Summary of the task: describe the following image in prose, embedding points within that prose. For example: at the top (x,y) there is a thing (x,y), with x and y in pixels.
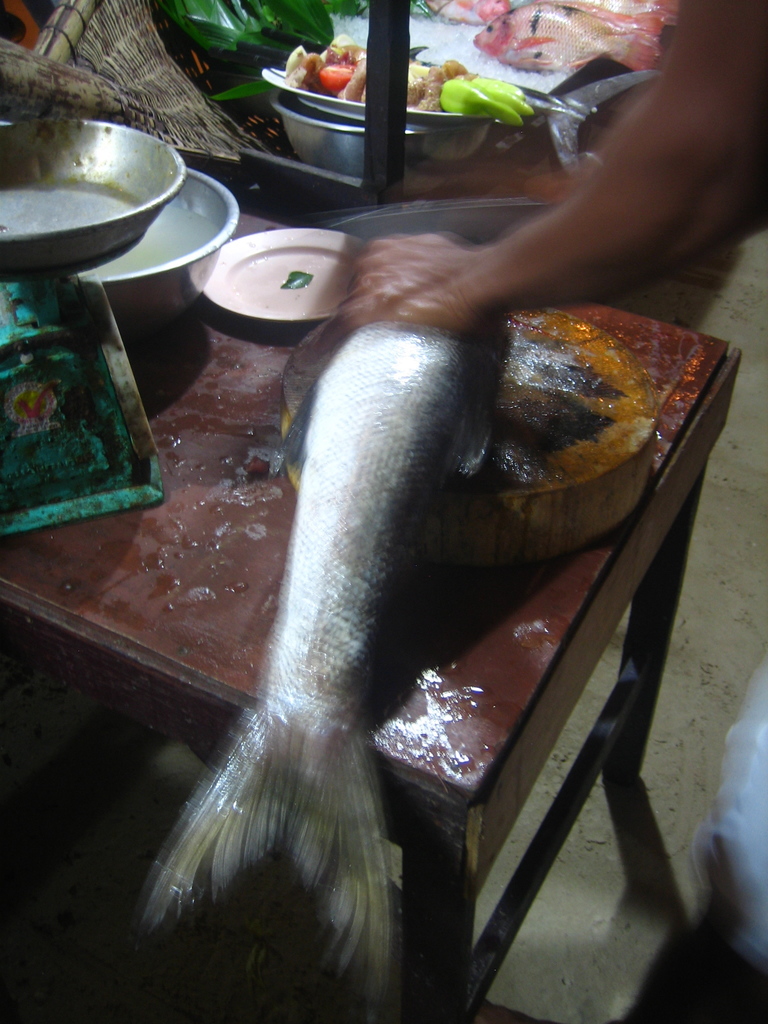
In this image we can see fish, utensils (24,247), person's hand (435,247), table (69,659) and other objects (559,345). At the top of the image (630,47) there is another fish (537,35), food items (412,61), utensils (356,79) and other objects (253,36). In the background of the image (239,978) there is the ground (715,556).
